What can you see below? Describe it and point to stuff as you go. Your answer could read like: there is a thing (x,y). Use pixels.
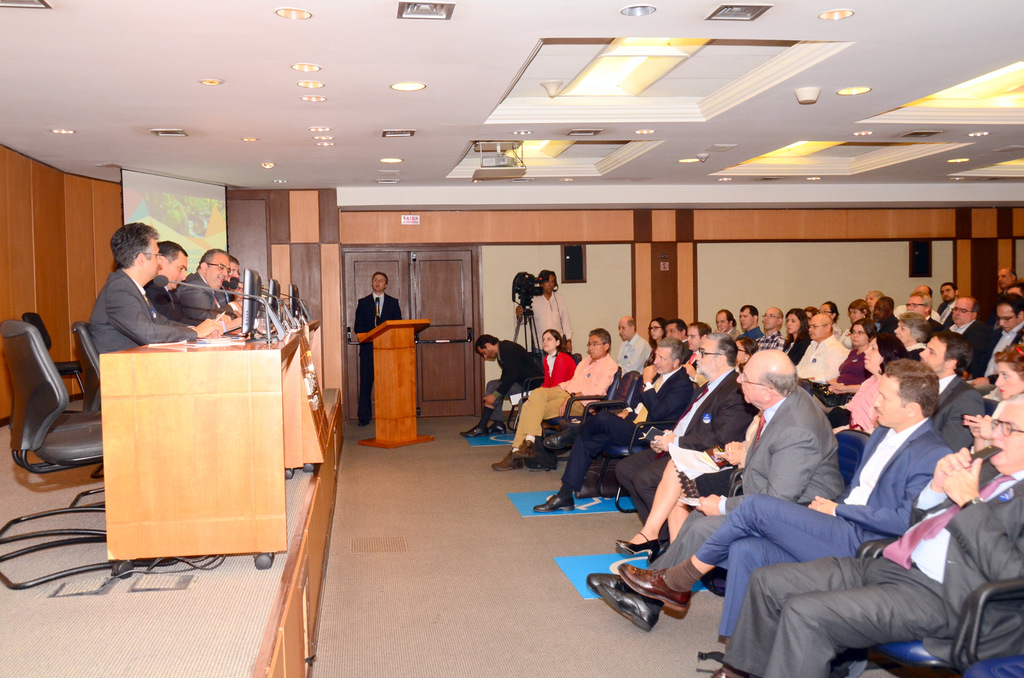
There are group of people (122,280) sitting in chairs (80,349) and there is a table (222,377) in front of them which has desktops (252,301) and mic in front of them and there are group of people (785,371) sitting in chairs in the right corner (782,400) in front of them and there is a camera (520,284) and a person (368,375) standing in front of a wooden table (397,351) in the background (390,364).
